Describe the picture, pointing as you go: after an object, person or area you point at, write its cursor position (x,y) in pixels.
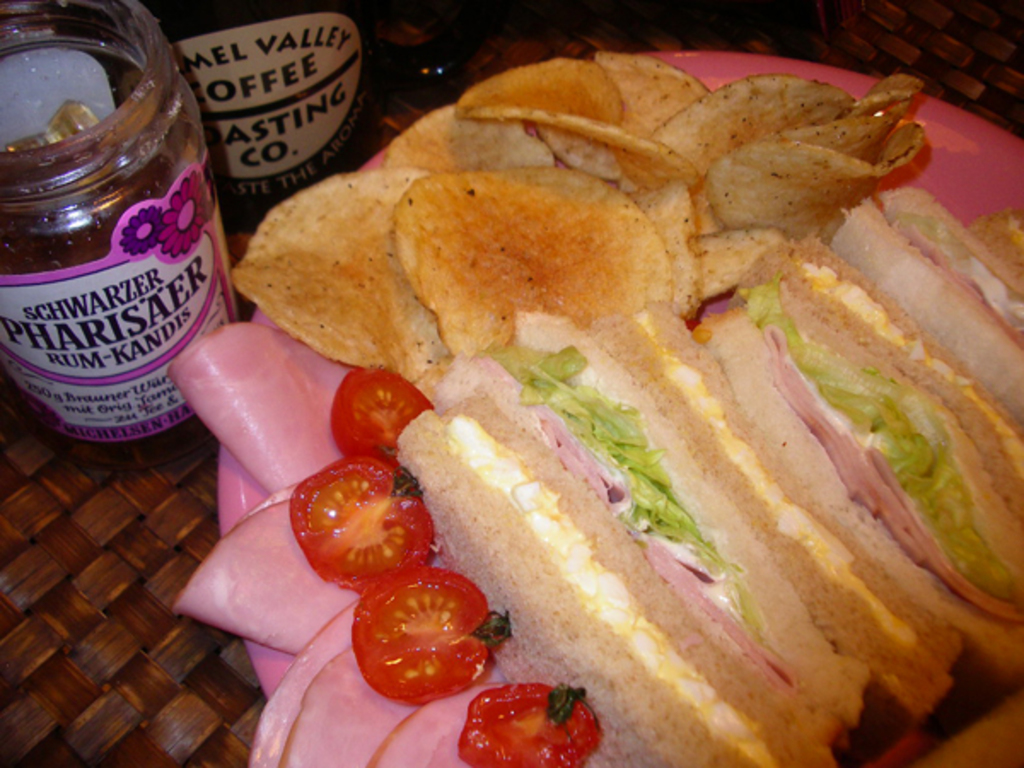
In this image we can see some food (411,381) in a plate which is placed on the surface (229,672). We can also see some containers (167,324) beside it.
